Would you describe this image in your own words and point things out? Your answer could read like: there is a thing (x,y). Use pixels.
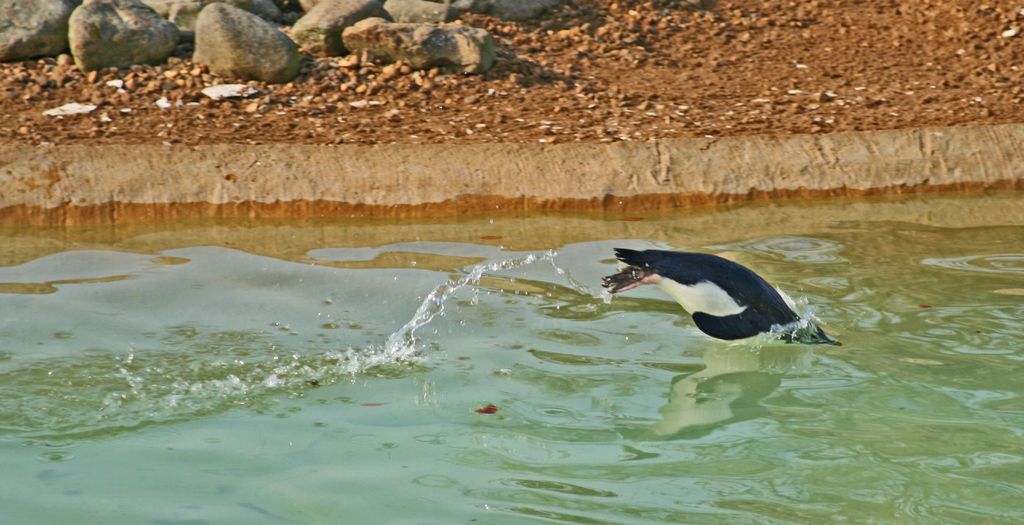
In this picture we can see an animal (652,277), water (607,410) and in the background (294,94) we can see stones (251,89) on the ground (532,61).
